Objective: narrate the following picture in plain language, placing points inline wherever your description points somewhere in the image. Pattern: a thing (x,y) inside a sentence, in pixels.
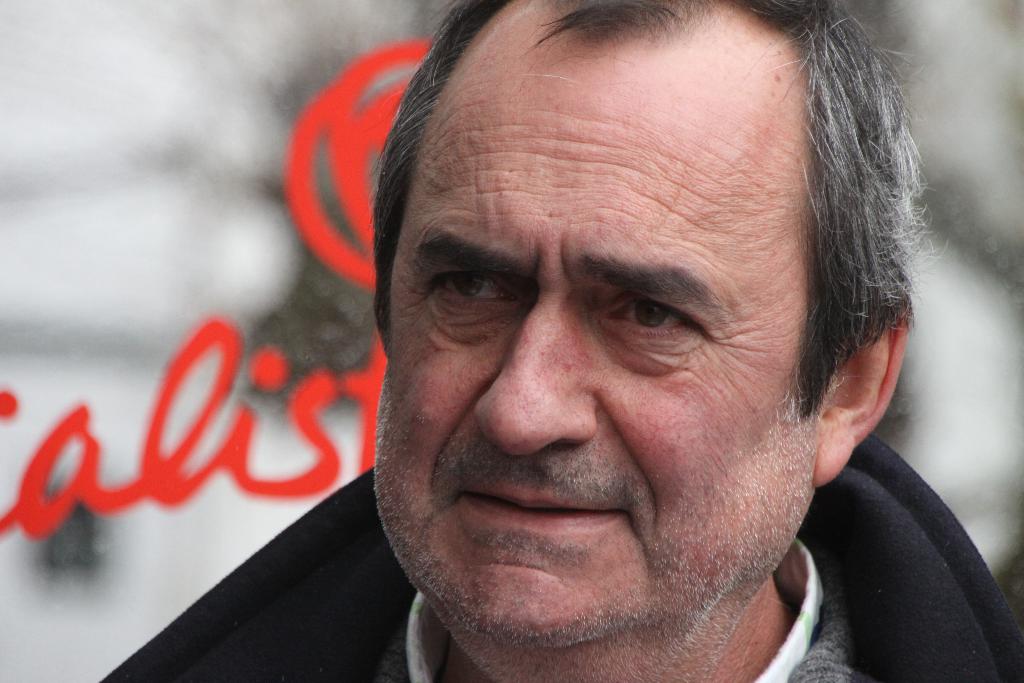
In this image there is a man (748,560) he is wearing black color coat (936,606), in the background (58,446) there is a text (172,407).
